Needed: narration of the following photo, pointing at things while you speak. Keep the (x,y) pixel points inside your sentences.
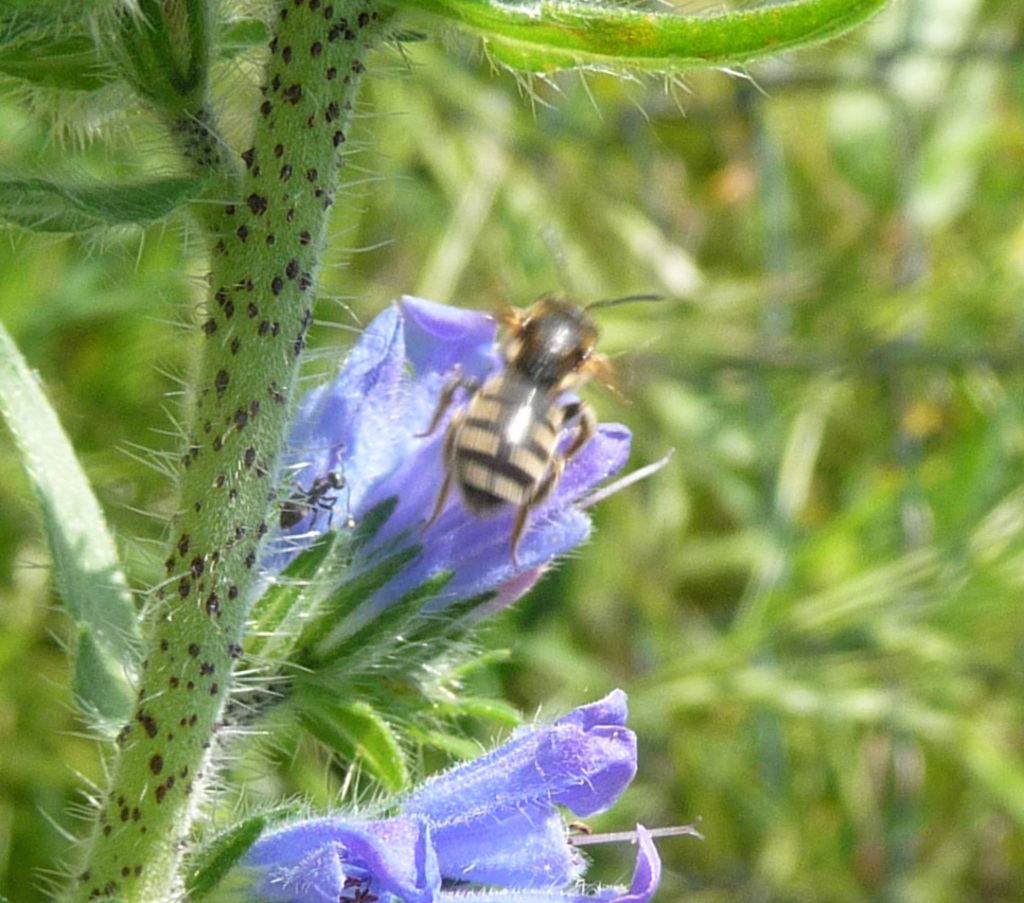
In this image I can see number of plants (84,110), two purple colour flowers (365,497) and on it I can see an insect (502,313). I can also see this image is blurry in the background (856,211).
